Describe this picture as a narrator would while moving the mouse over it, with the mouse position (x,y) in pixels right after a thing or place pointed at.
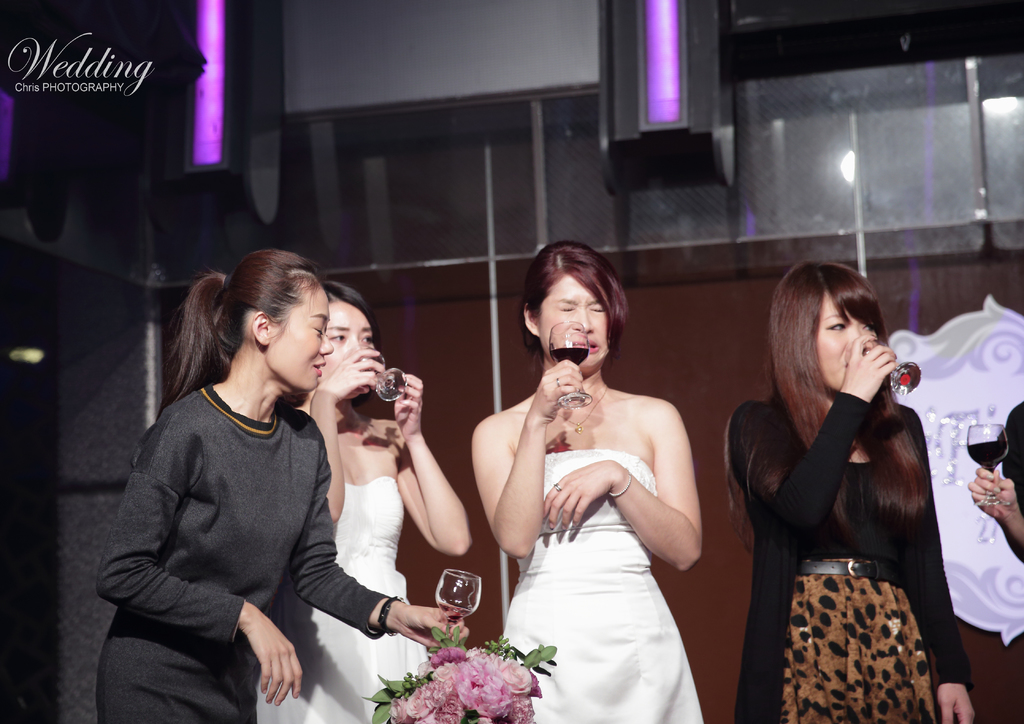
In this picture there are women (834,467) standing and holding glasses (985,436) and we can see flowers (472,682) and leaves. In the background of the image (423,227) we can see wall (732,285), mesh (716,230), hoarding (957,554) and objects (40,169).
